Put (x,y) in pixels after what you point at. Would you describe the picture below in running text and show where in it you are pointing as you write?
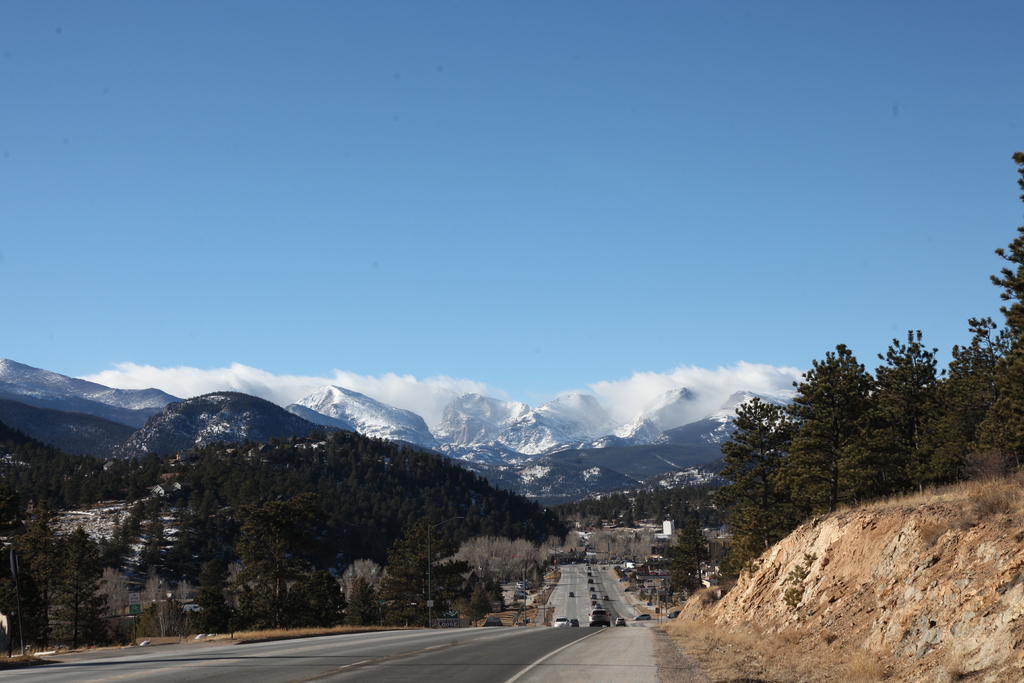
In the center of the image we can see group of vehicles (595,618) moving on the road (570,655). In the background (693,539), we can see a group of trees (715,516), poles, mountains (514,478) and the cloudy sky (419,356).
